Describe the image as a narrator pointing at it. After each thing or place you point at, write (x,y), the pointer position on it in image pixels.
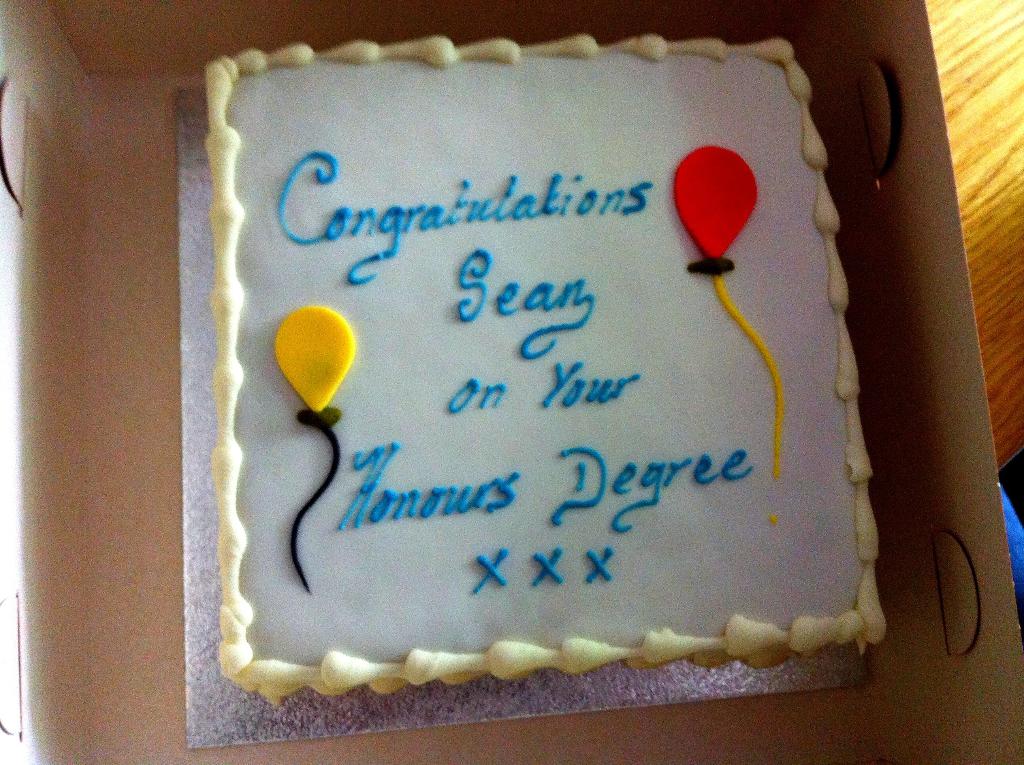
In this picture we can see a cake (842,593) in a box (56,65). This box (56,65) is on the wooden table (968,83).
